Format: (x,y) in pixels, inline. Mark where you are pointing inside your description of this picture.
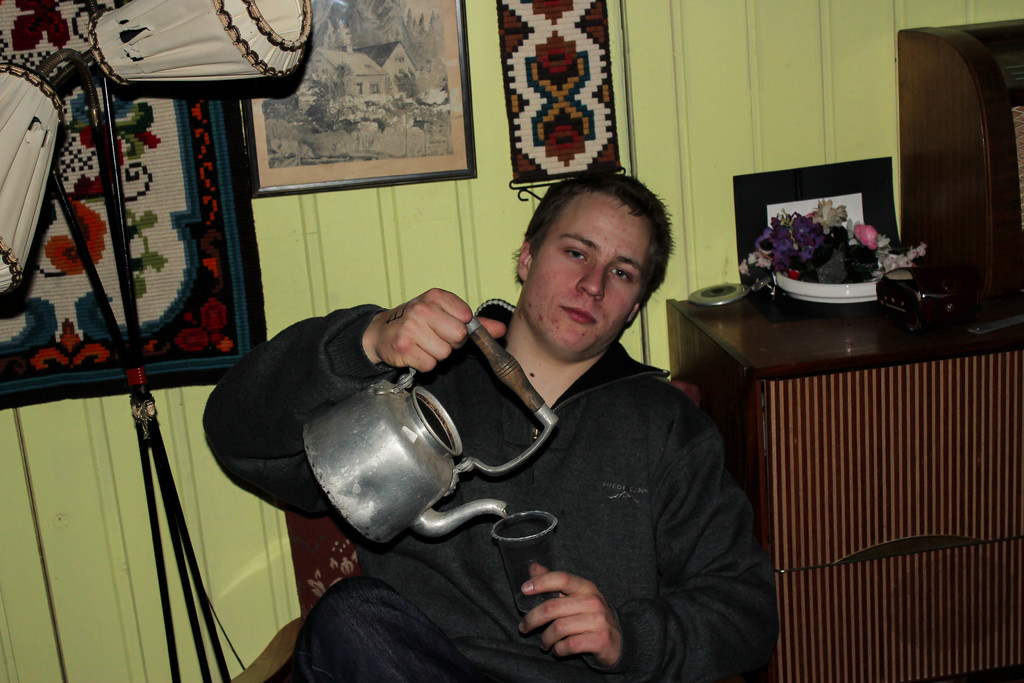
This is the man (455,600) sitting and holding a kettle (426,485) and a glass (537,572) in his hands (544,581). These look like the lamps (110,72) attached to the stand (93,268). I can see a photo frame (333,168) and two other things (223,244) hanging to the wall (667,117). This looks like a flower vase (830,256) and few other things (903,273) placed on the table (810,376).
